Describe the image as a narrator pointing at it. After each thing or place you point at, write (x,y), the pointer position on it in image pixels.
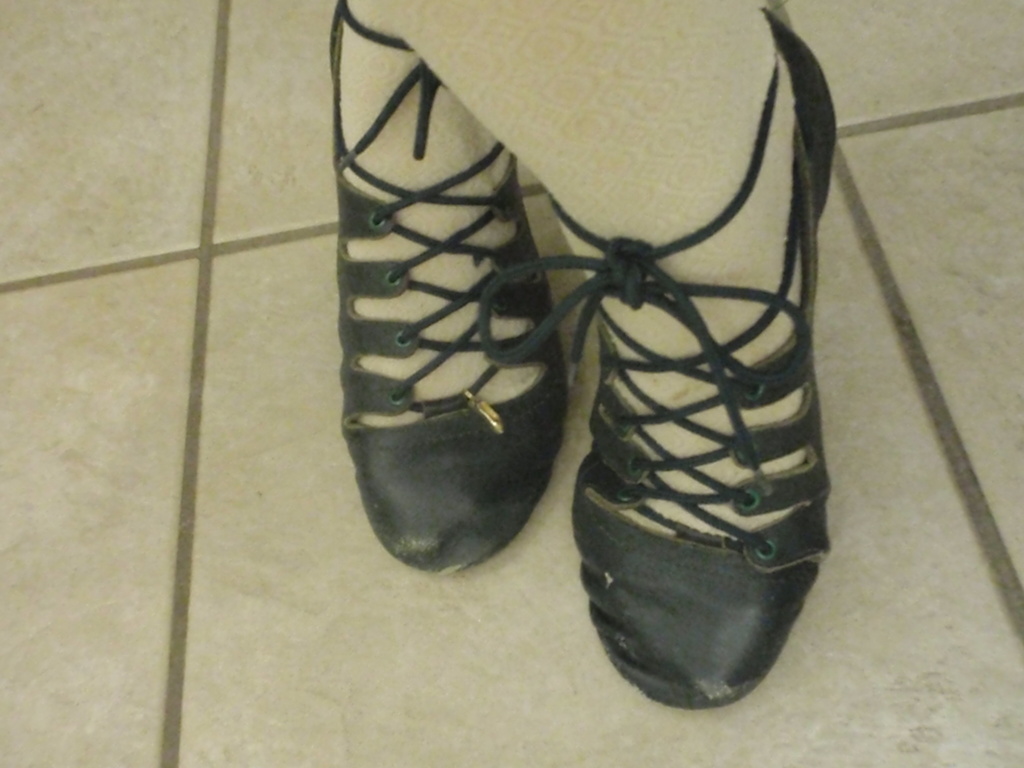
In this image I can see the person's legs (649,62) with the footwear (666,459) and I can see the cream color background (908,54).
